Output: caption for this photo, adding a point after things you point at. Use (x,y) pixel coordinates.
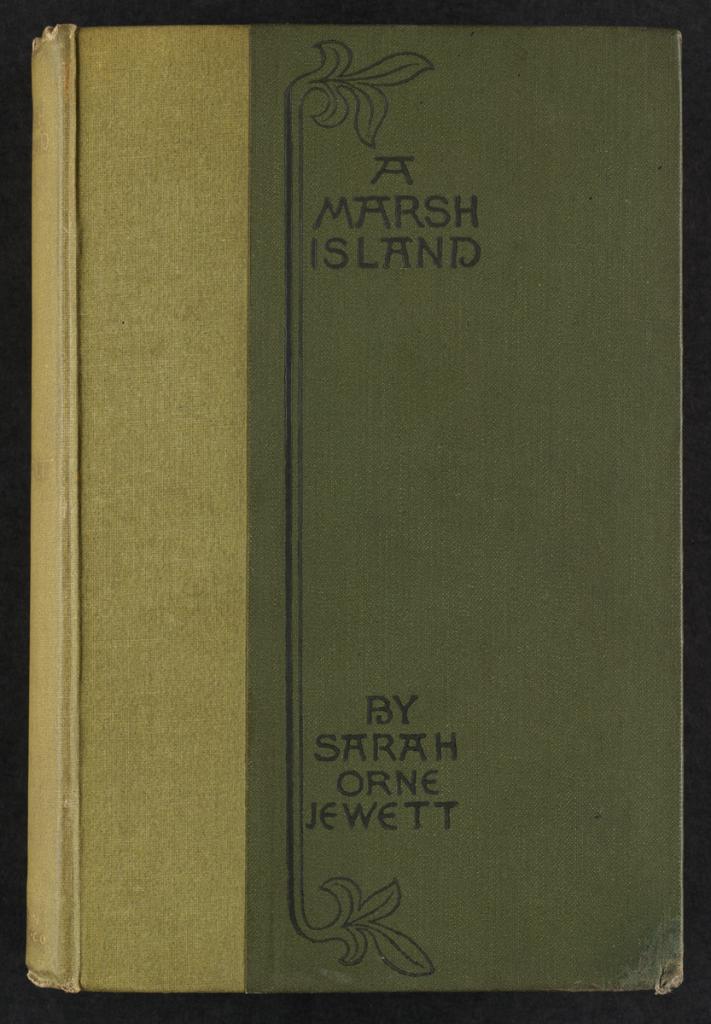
In this image I can see the book (510,849) in green color and something is written on it. Background (703,824) is in black color.
